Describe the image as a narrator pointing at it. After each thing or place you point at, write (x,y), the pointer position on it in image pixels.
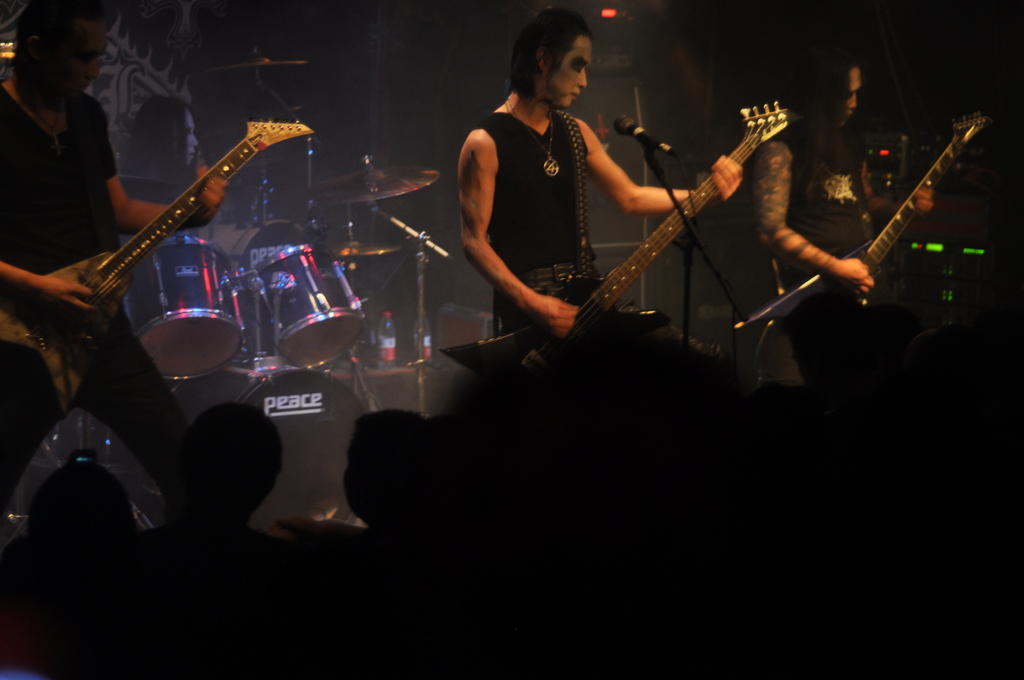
In this image I can see few people (583,71) holding guitars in their hands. In the background (207,232) I can see a drum set (146,294) and one more person (150,138).
